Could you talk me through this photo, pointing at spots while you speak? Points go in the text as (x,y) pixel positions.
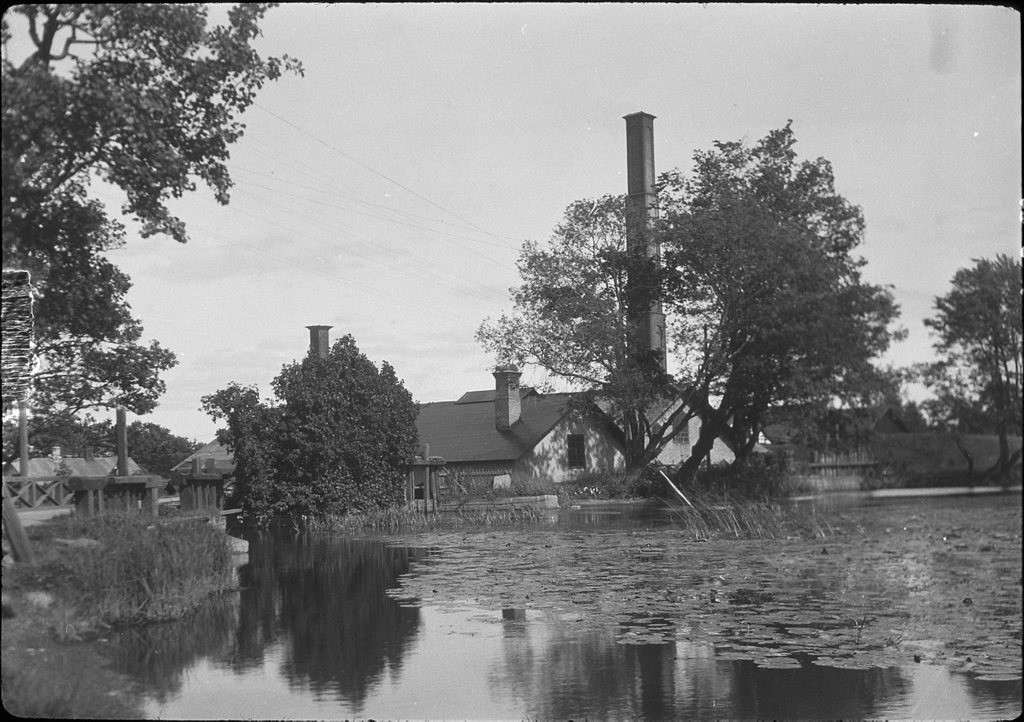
This is a black and white pic. Here we can see plants (149,564), water (279,603), fence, trees (88,140), houses (228,457), electric wires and sky (398,193).
